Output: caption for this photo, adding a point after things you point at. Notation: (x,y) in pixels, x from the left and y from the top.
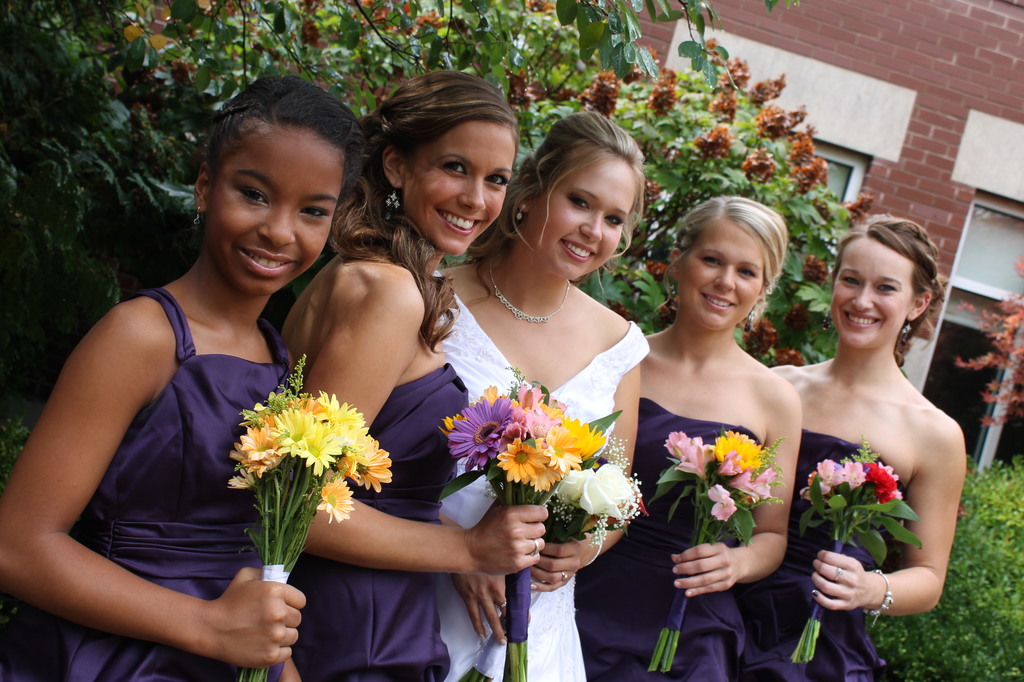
This image is taken outdoors. In the background (843,52) there is a building (901,105) and there are a few trees (349,65) and plants (349,65) on the ground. In the middle of the image (365,366) five women (728,630) are standing on the ground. They are with smiling faces (846,291) and they are holding bouquets (677,504) in their hands (490,522).
